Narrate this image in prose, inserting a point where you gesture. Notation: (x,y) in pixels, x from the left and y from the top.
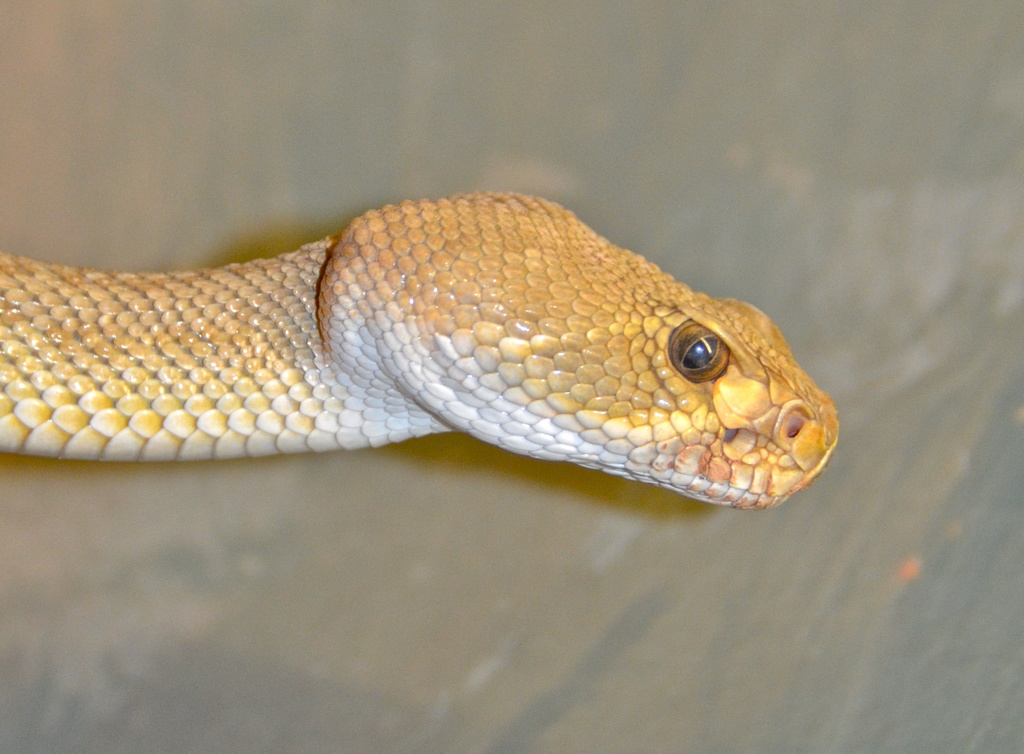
In this picture I can see a snake (373,393) in the middle (410,387).
